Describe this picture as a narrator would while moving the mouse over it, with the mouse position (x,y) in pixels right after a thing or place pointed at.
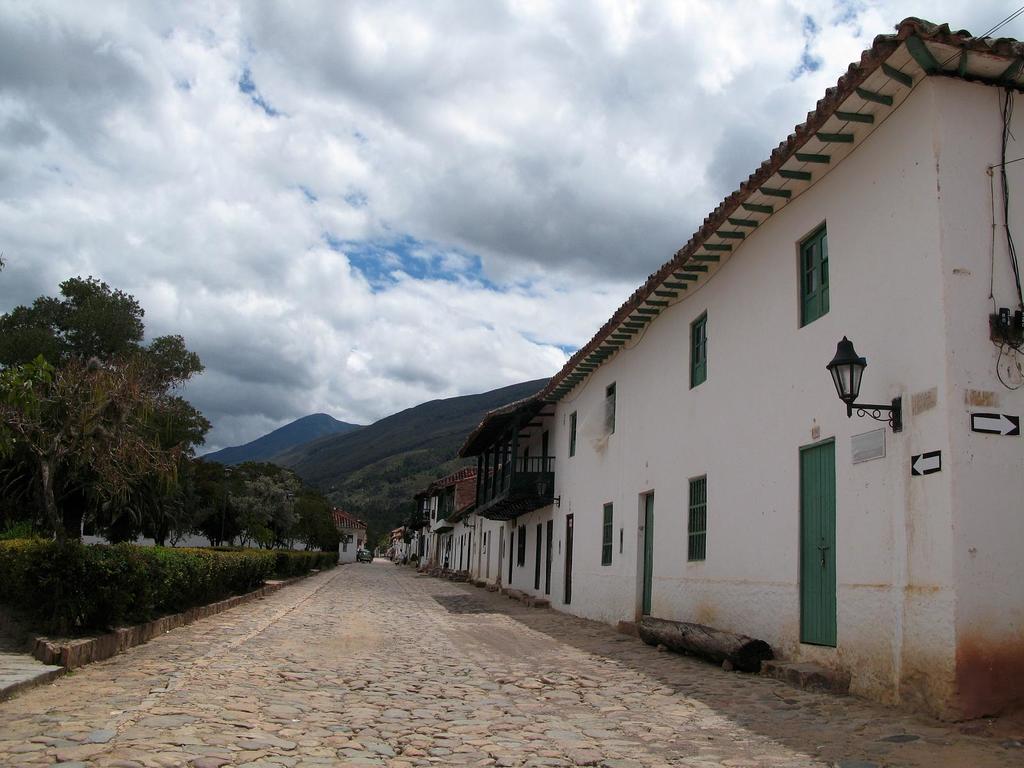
In the middle of the image (664,432) we can see some buildings (1021,507) and trees (66,401) and plants (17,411). Behind the buildings (973,298) there are some hills (349,484). At the top of the image (731,10) there are some clouds (323,252) and sky (420,282).
